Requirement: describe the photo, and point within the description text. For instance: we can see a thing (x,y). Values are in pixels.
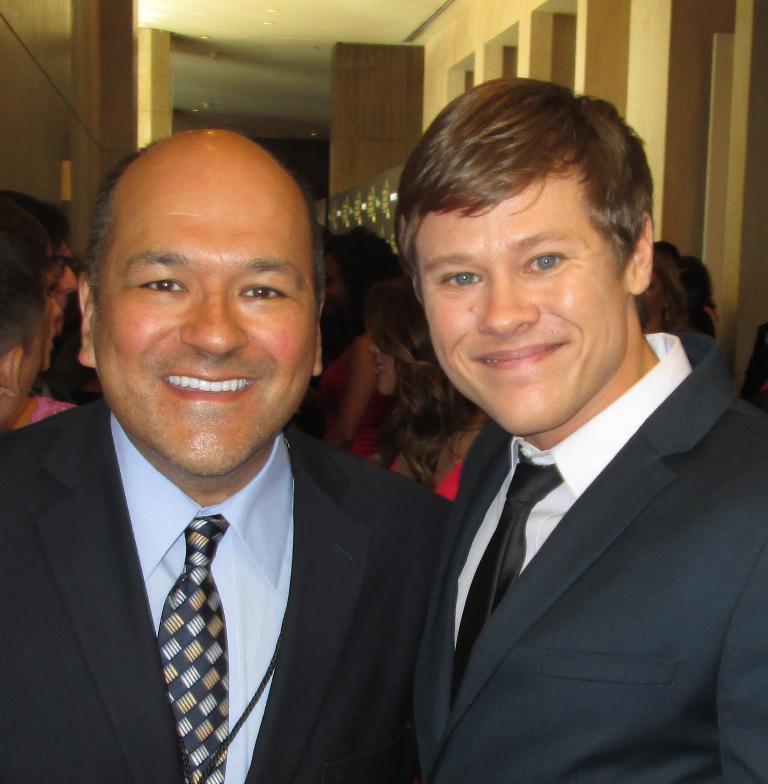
In the foreground of this picture (261,496) we can see the two persons (253,533) wearing suits (421,517) and smiling. In the center (389,267) we can see the group of persons (403,330) seems to be standing. In the background (275,62) we can see the roof (260,12), ceiling lights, pillars (375,88) and some other objects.
